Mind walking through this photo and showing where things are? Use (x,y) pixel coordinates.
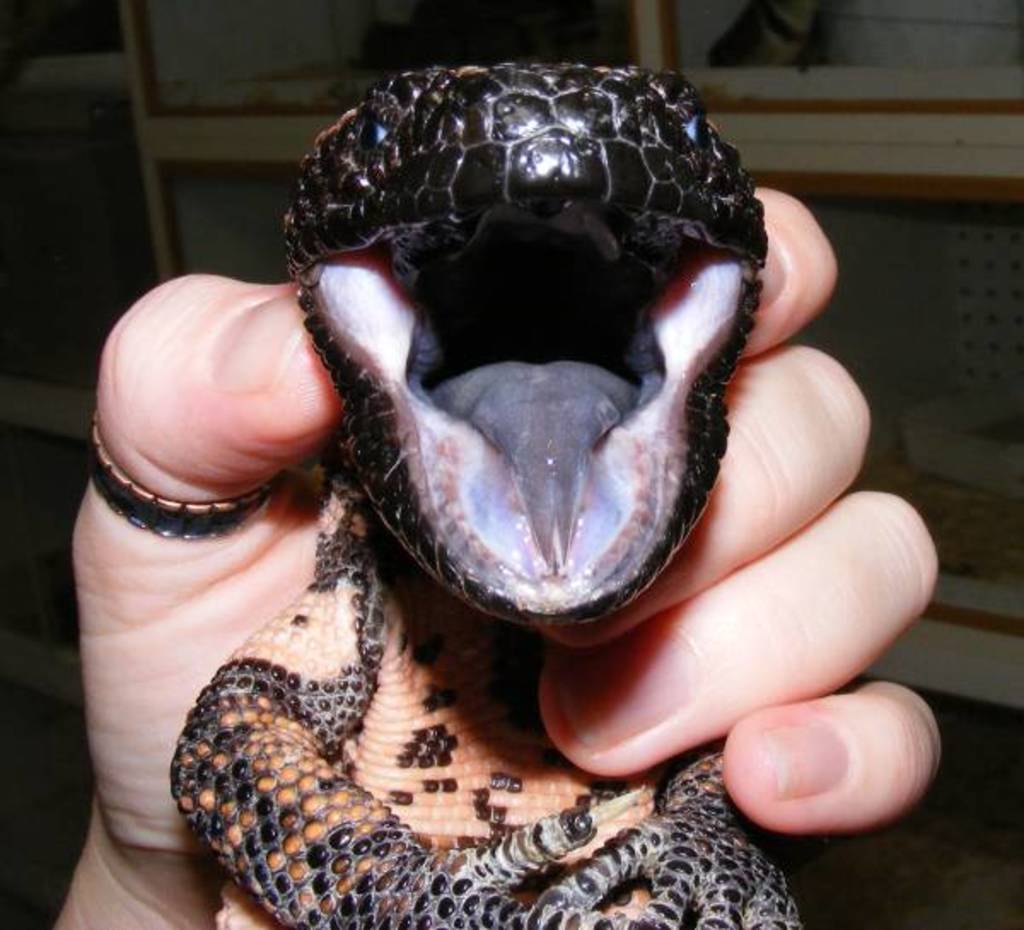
In this picture we can see a person (568,643) is holding a reptile (574,440).
